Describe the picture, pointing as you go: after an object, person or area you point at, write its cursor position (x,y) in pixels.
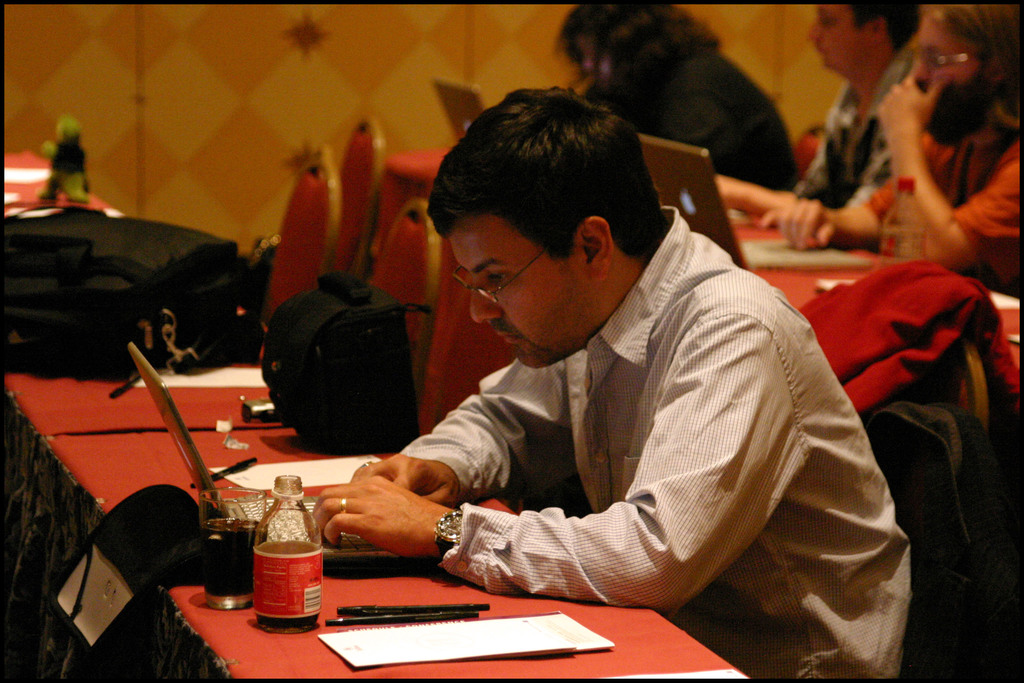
In this picture we can see some persons (452,426) are sitting on the chairs (406,251). This is table (307,669). On the table (293,660) there is a laptop (267,498), bottle (263,537), glass (221,534), and a bag (245,296). And this is wall (177,97).
